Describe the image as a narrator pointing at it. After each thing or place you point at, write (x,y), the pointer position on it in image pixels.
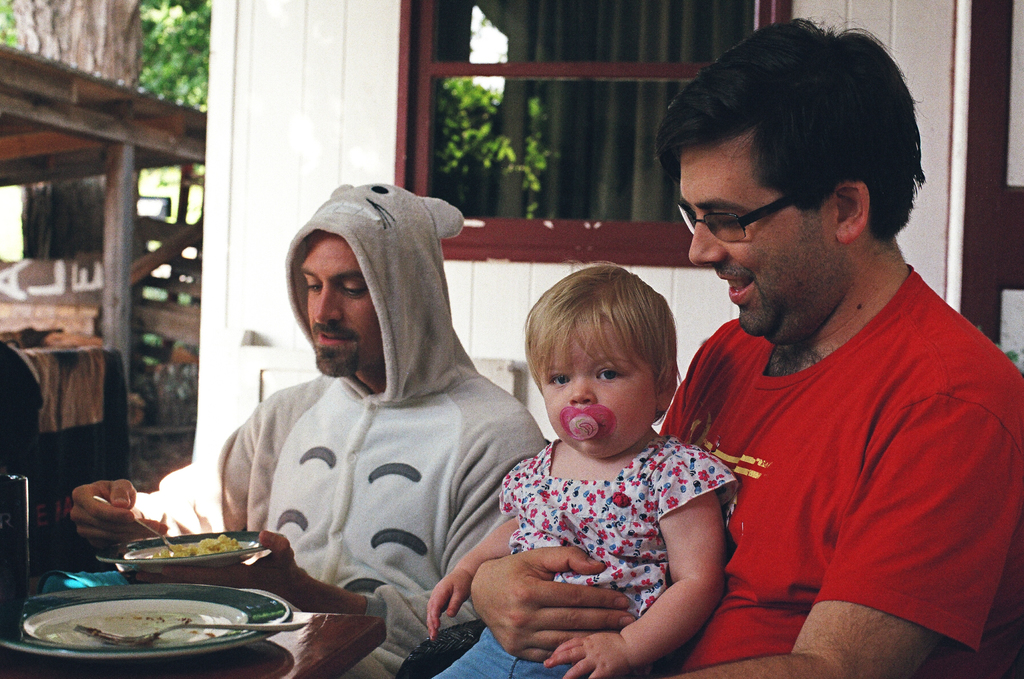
There is a person (770,414) wearing specs (743,221) is holding a baby (617,536). And a person (391,465) wearing a jacket (248,514) is holding a plate (195,536) and food item (192,553) on it. In front of them there is a table (221,655). On that there is a plate (141,627) with fork (118,642). In the background (314,62) there is a building (278,111) with window (446,148). Also there are trees (142,42) and a wooden building (81,140) in the background (63,255).
